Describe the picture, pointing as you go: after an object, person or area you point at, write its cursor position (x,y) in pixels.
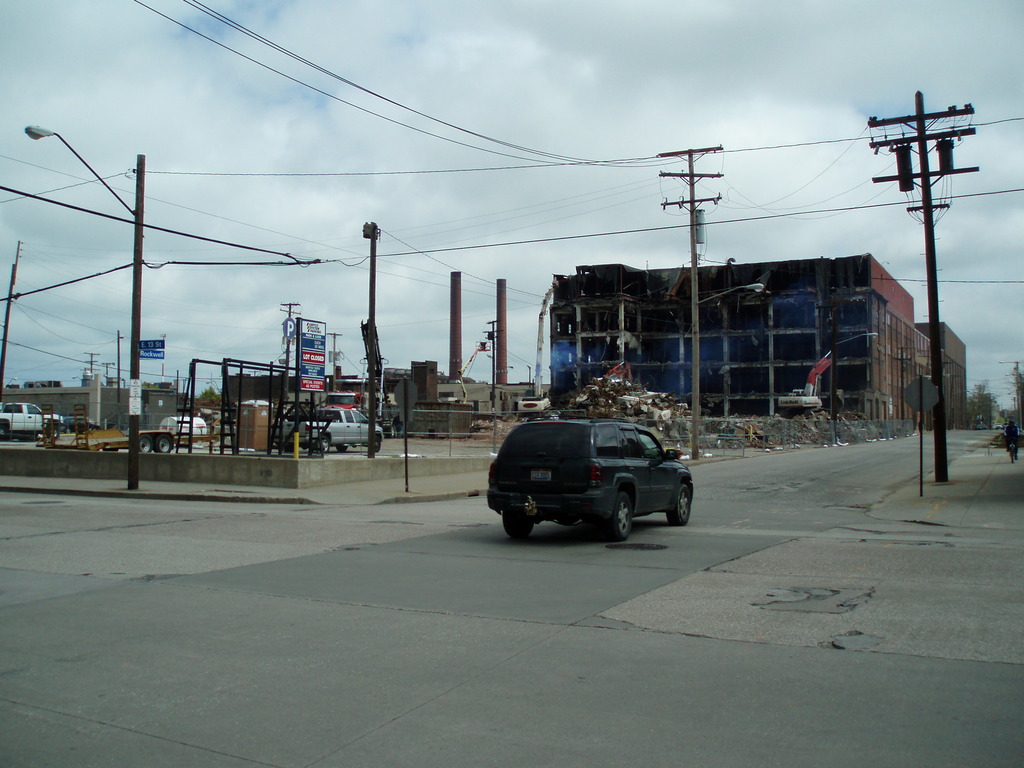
In the middle of the image (624,486), there is a vehicle (627,487) on the road (710,544). On the left side (141,167), there is a light (56,133) attached to the pole (136,452) which is having cables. On the right side (945,137), there is a pole (938,452) on the footpath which is having cables (909,281). In the background (791,360), there are buildings (760,356), there are vehicles (347,411) and there are clouds (652,78) in the sky (427,24).
